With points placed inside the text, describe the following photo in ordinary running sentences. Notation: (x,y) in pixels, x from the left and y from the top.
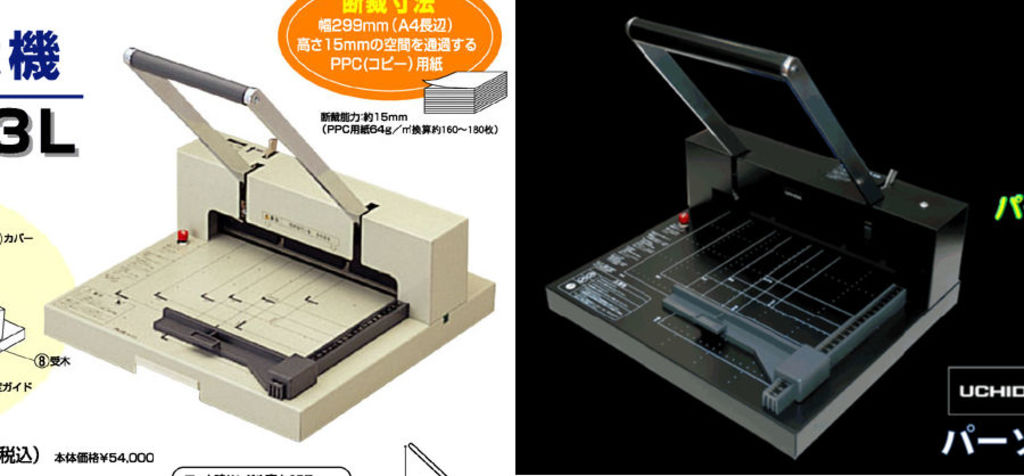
This is an edited picture. This picture is divided into two parts. The part on the left corner of the picture (317,247), we see a paper cutting machine (211,276) in white color. Beside that, we see some text (50,366) written on it. In the background (98,181), it is white in color. The part on the right corner of the picture (821,241) is having a black color paper cutting machine (769,288) and in the background (860,103), it is black in color.
